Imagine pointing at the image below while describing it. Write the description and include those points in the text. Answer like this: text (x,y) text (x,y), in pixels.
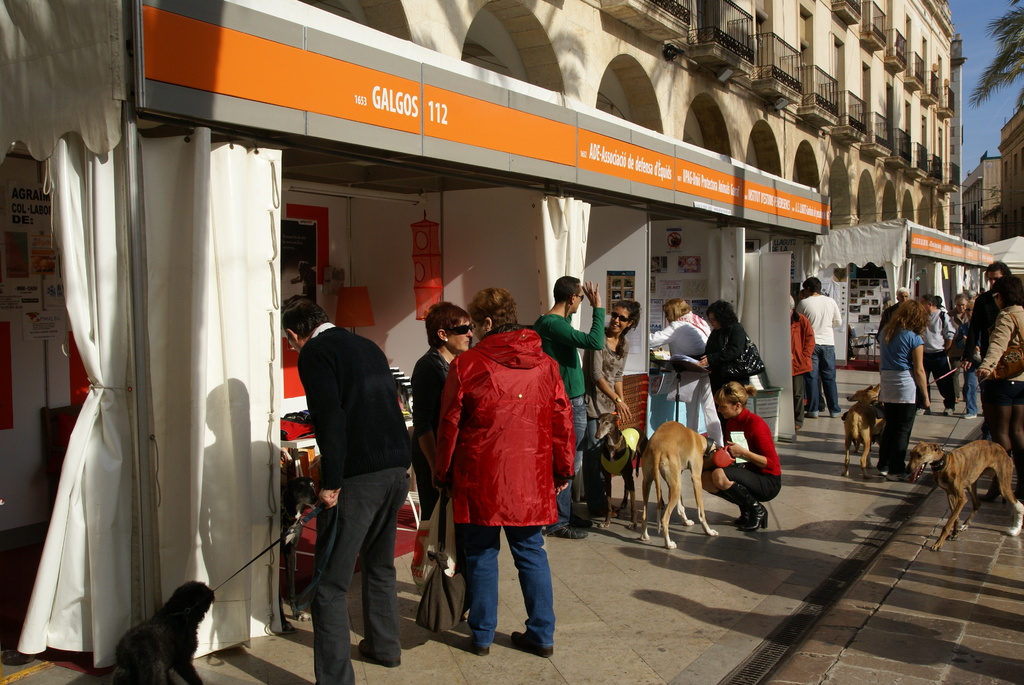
Completely an outdoor picture. Persons (728,319) are standing on a footpath (676,626). Beside this person (751,443) there are dogs (918,443). These are stores (953,244). This is a building (930,92) with fence (906,134).
